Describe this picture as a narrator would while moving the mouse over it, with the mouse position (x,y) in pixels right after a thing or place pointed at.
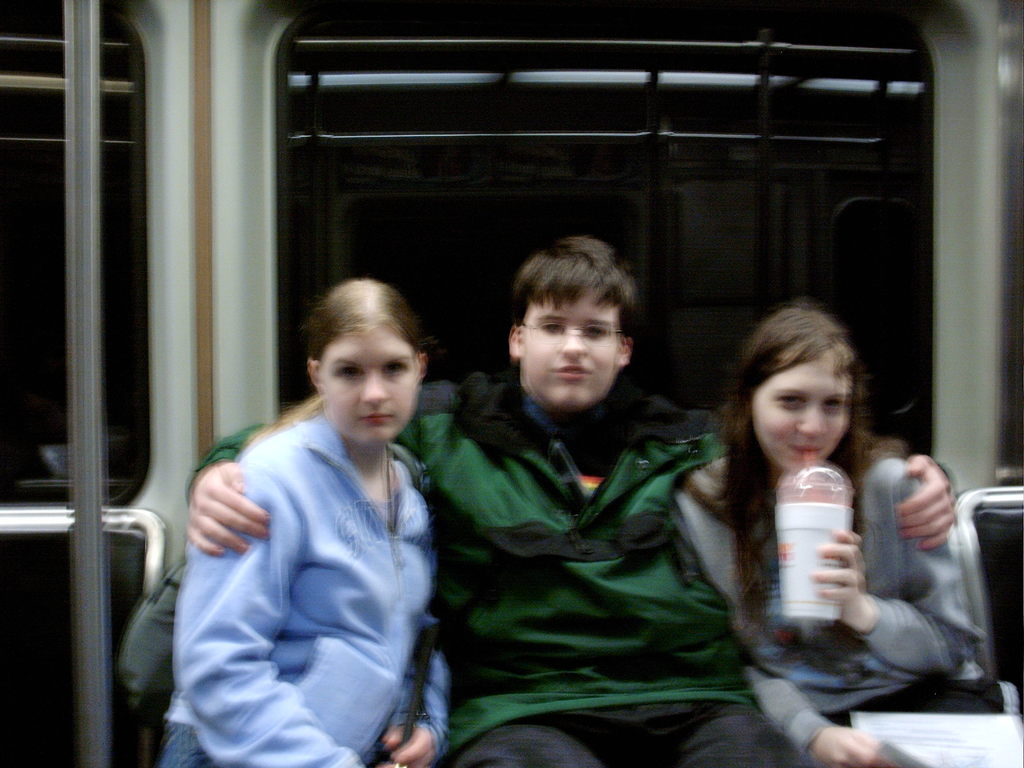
In this image we can see three persons (612,610) one male (612,610) and two females (796,446), male person (605,620) wearing green color jacket (595,551) sitting in between two females (846,590) and a person (889,526) sitting on right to him holding some glass (809,484) in her hands (848,546) and in the background of the image (49,423) we can see window (49,423), steel rods (73,289).
